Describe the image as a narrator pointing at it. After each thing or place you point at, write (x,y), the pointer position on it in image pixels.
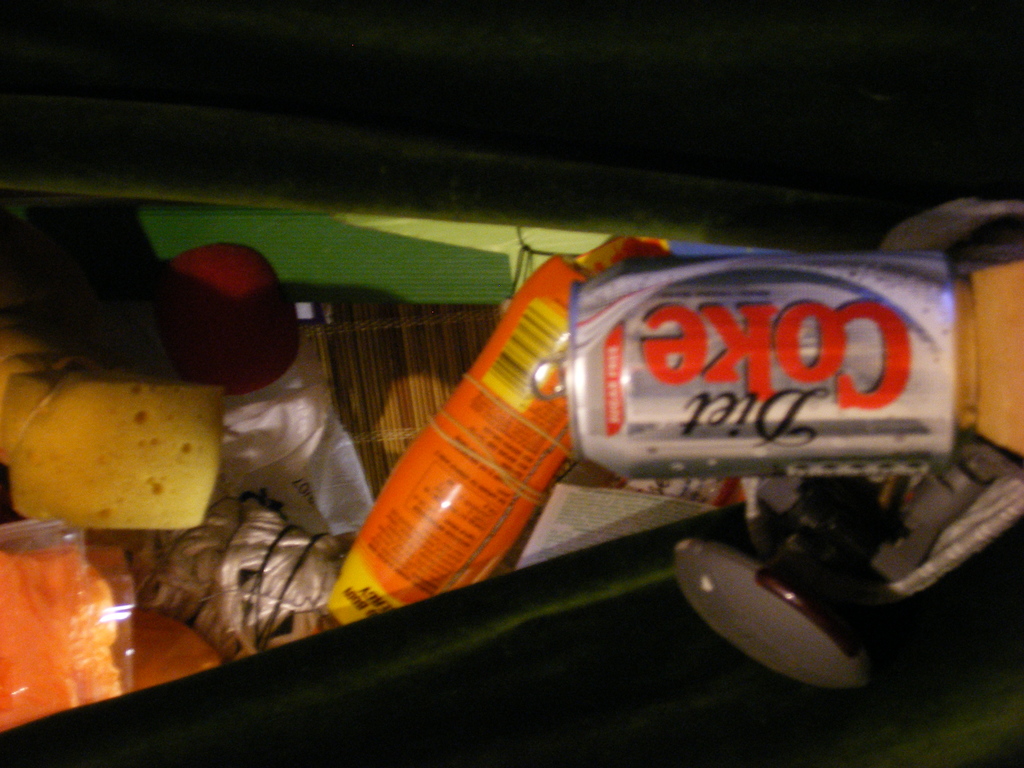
In this picture I can see a bottle (526,455) and a can (749,381) and I can see few items (83,438) and I can see dark background (63,144).
